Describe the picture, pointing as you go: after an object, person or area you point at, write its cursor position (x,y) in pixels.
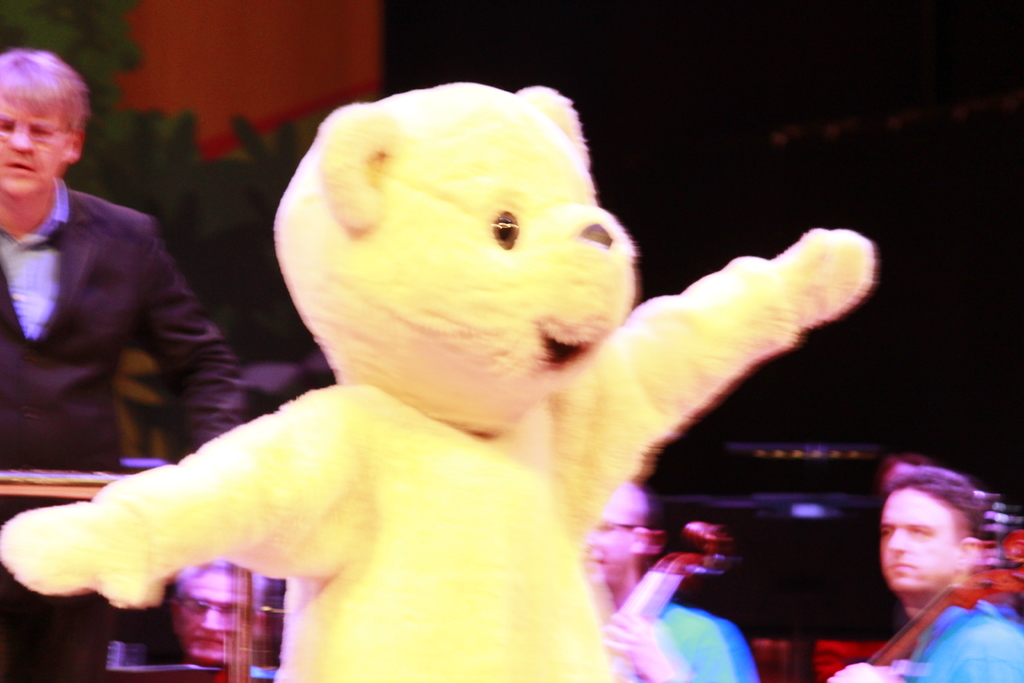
In the center of the image (537,334) we can see a doll (436,336). To the left side of the image (147,335) we can see a person (105,295) wearing a coat (209,375) is standing. In the background (939,602), we can see two persons (965,574) are holding a violin (927,609) in their hands (638,632).
